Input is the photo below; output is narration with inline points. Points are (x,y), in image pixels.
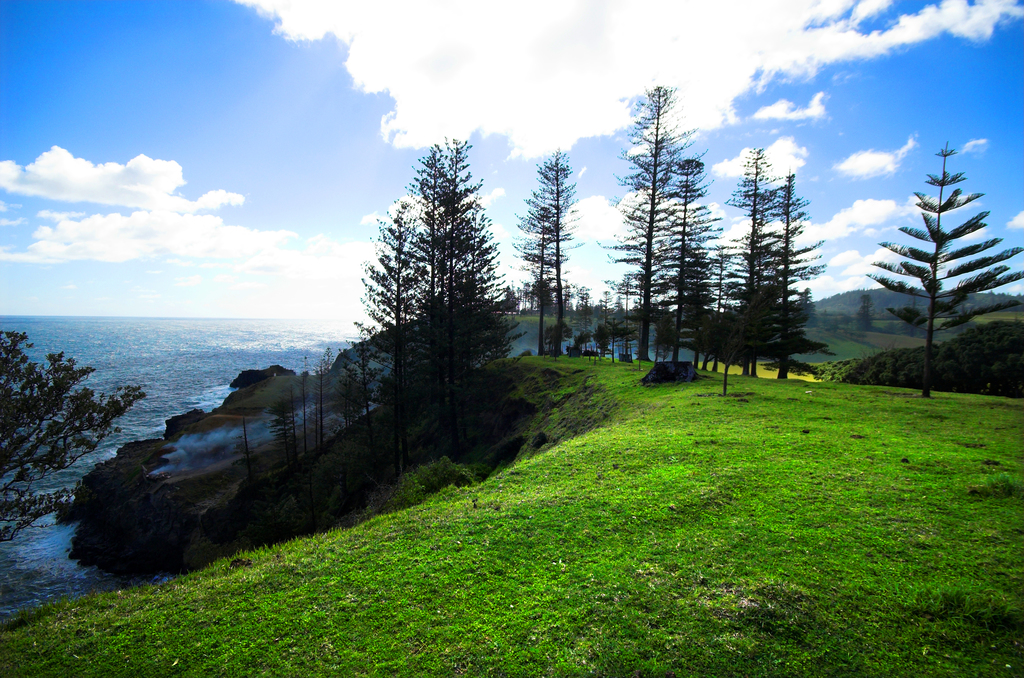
In this image there is a grassland (636,359), trees (394,364), sea (288,348) and the sky (505,128).
